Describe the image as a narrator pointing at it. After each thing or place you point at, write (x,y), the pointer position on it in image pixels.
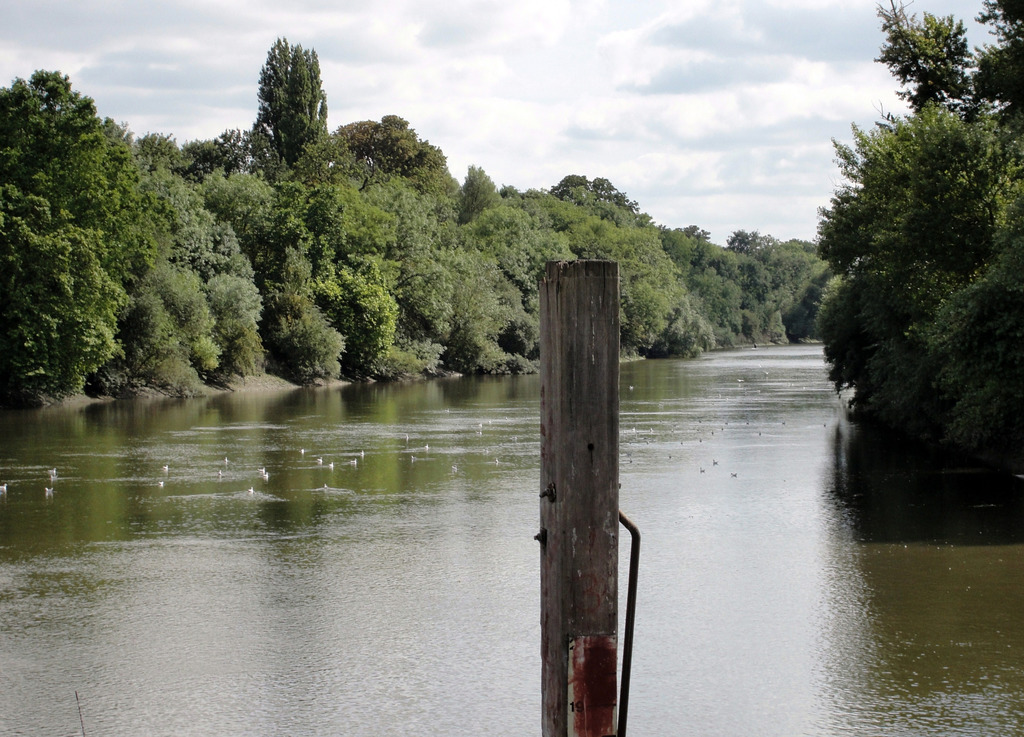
In this image we can see a wooden stick (583,379) and we can see the water (368,500) with some objects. In the background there are trees (393,227) and sky (719,188).
